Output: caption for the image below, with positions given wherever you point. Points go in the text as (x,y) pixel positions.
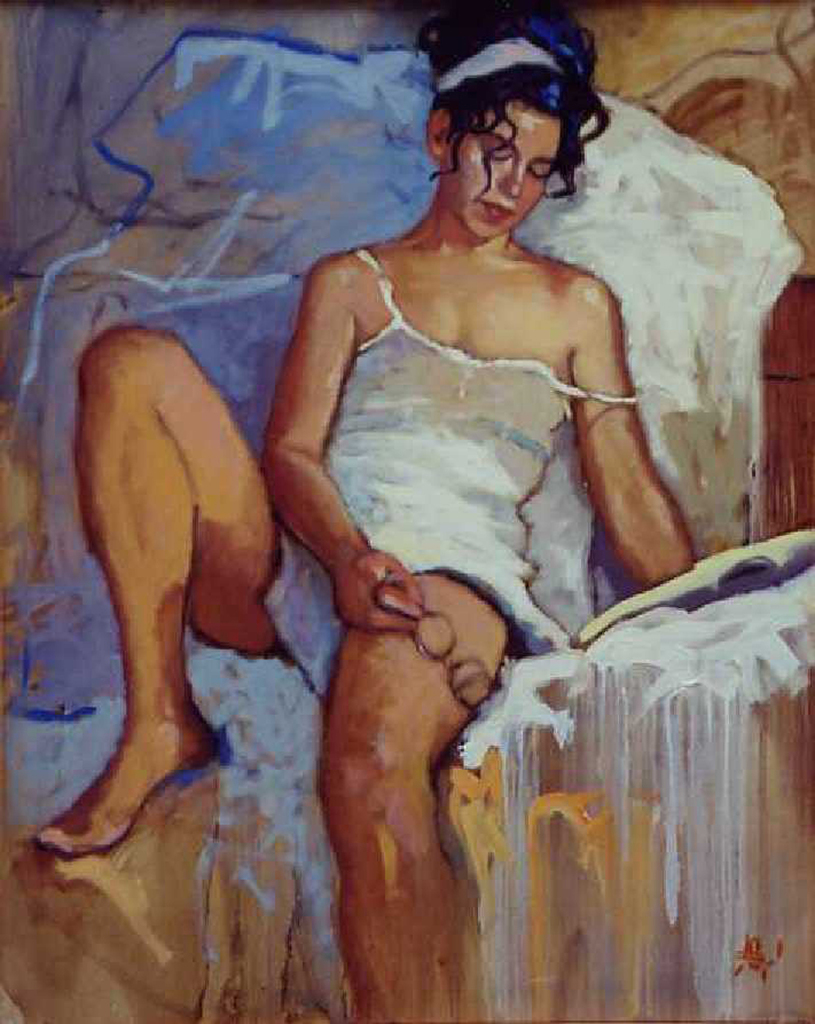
In this image I can see a painting (581,708) of a woman (380,944), she is holding spectacles (429,642).
